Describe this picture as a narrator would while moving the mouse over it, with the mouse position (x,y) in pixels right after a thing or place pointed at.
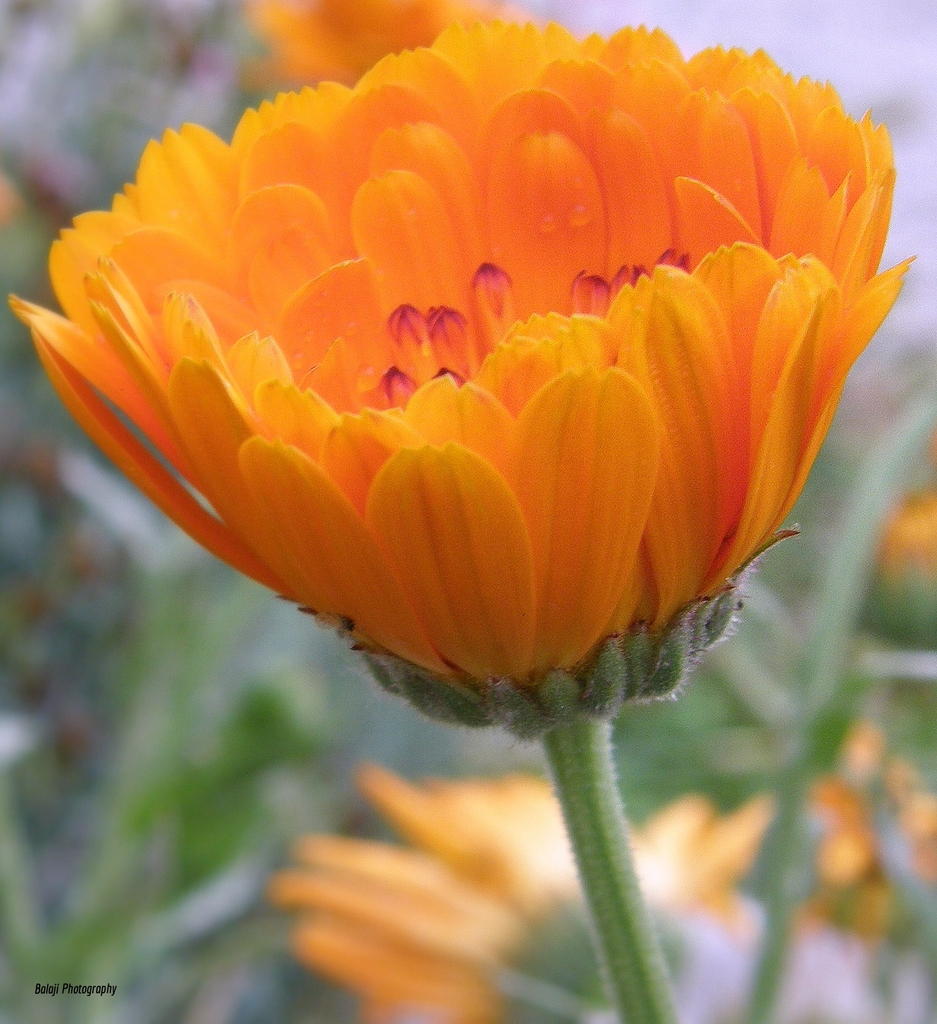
In this image, we can see plants (669,247) with flowers (393,614) and at the bottom (35,989), there is some text (91,985).
